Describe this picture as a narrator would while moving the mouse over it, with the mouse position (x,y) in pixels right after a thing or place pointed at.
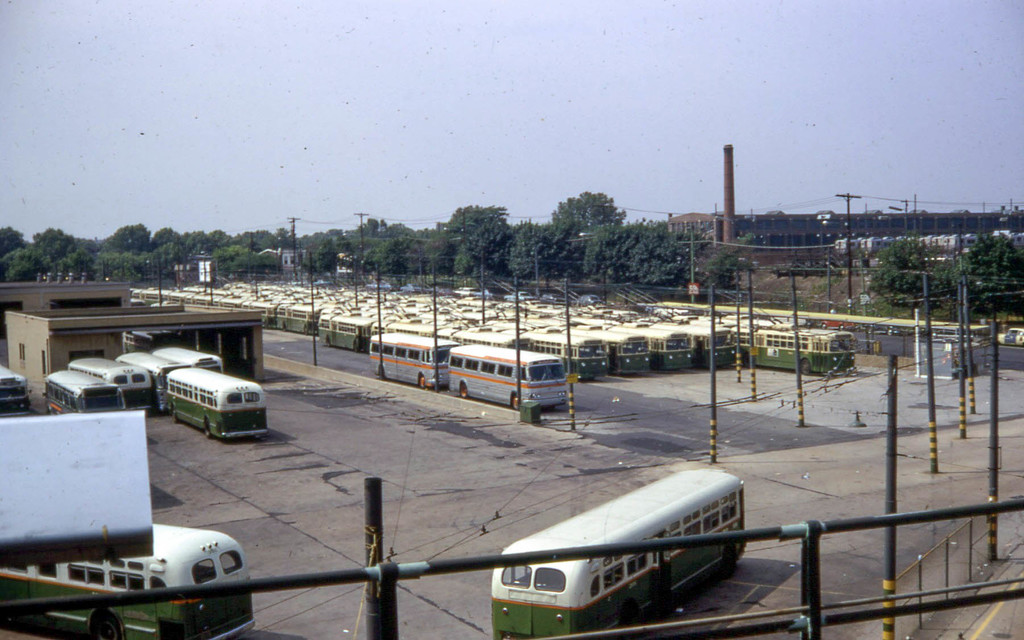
In this image there are many buses (335,290) parked on the road (409,471). Image also consists of poles (737,366) with wires (744,401), buildings (9,344), trees (510,260) and also some electrical poles (847,195) with wires (730,400) and fence (971,553). There is also a smoke tower (729,196) in this image. At the top (505,174) there is sky (429,114).
